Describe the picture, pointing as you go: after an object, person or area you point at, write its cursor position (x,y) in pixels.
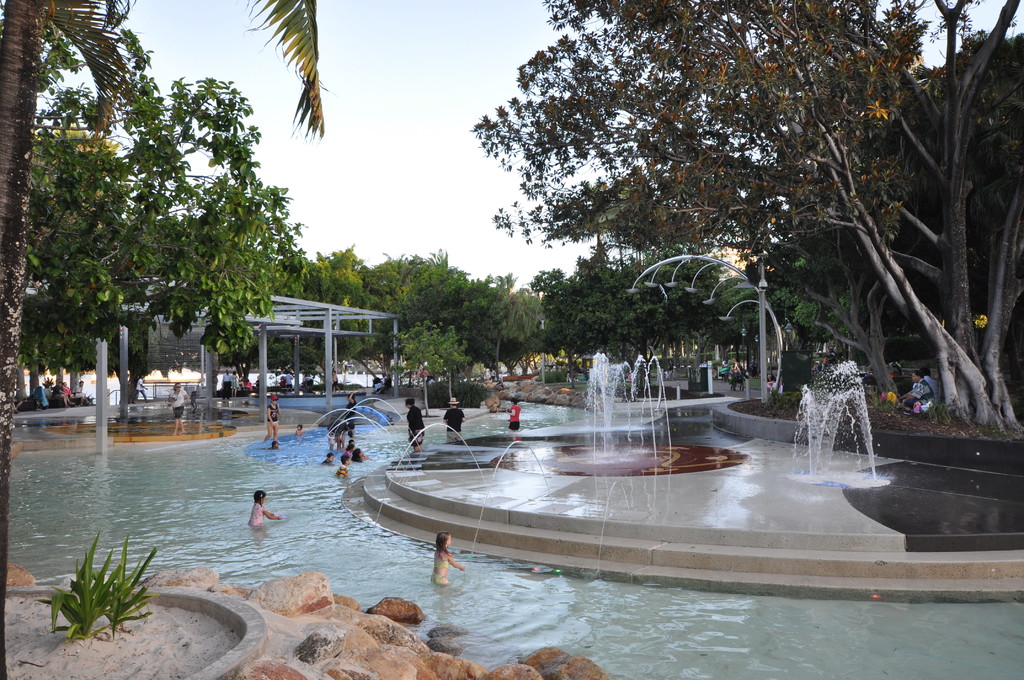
In this image we can see people (339,445) playing in the pool (387,533), fountains (594,380), street poles (761,329), street lights (733,279), persons (75,400) sitting on the benches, persons (226,393) standing on the floor (145,416), trees (139,284), shrubs (124,574), stones (238,587) and sky (256,106) with clouds (342,214).
